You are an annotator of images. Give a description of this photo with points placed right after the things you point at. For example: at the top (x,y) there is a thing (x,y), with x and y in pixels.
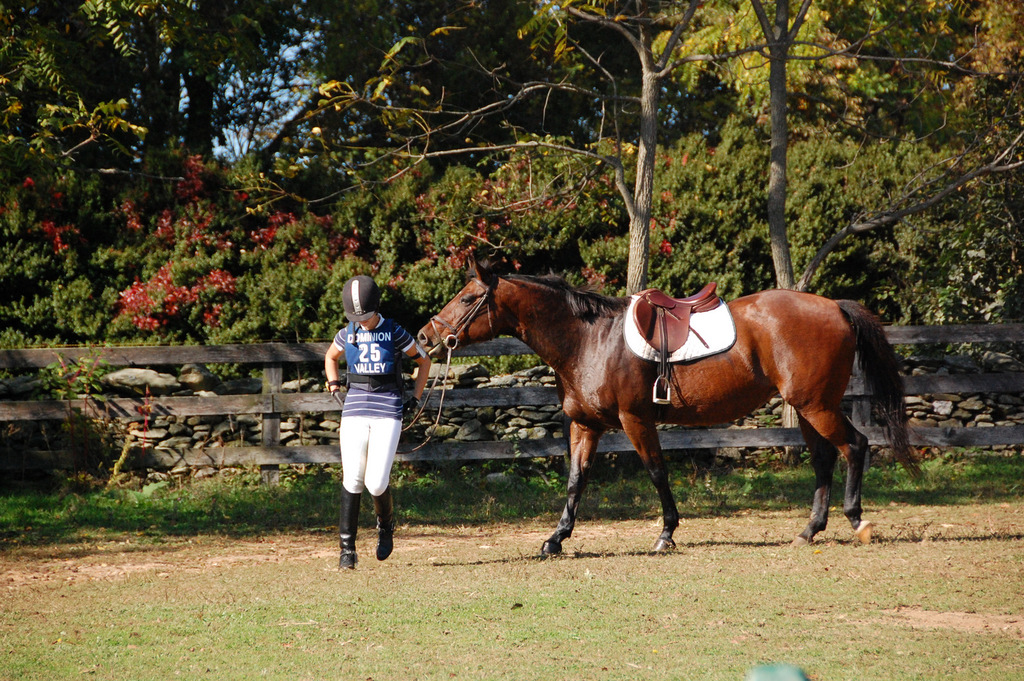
In this picture we can see a horse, person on the ground (535,585) and in the background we can see a fence (1020,377), stones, trees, sky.
